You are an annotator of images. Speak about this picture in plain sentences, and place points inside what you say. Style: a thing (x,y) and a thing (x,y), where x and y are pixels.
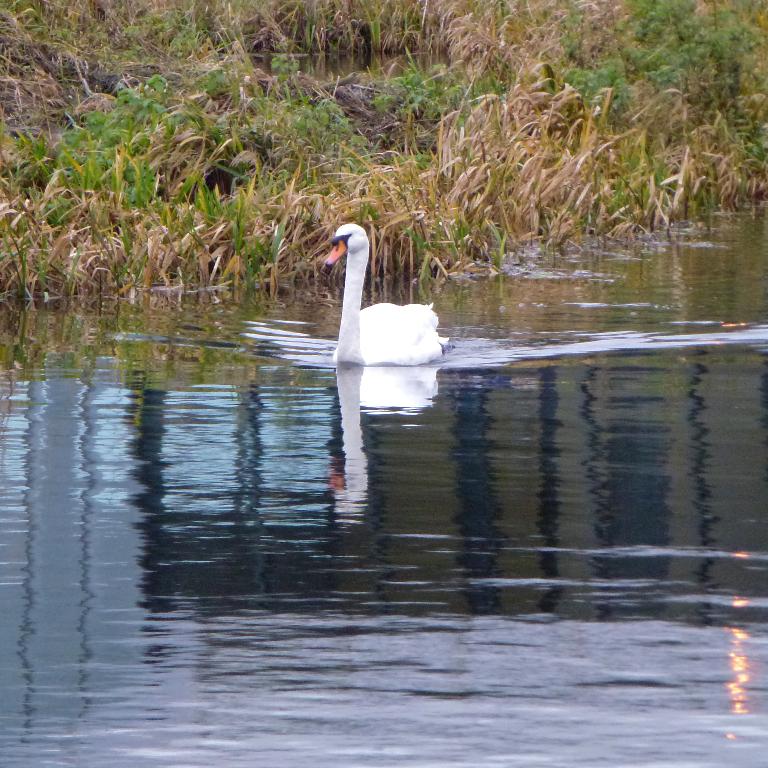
In the middle of the image (382,345) there is a swan (367,349) on the water (237,520). At the top of the image (219,103) I can see the grass (472,144) and plants (504,38) on the ground (358,102).
